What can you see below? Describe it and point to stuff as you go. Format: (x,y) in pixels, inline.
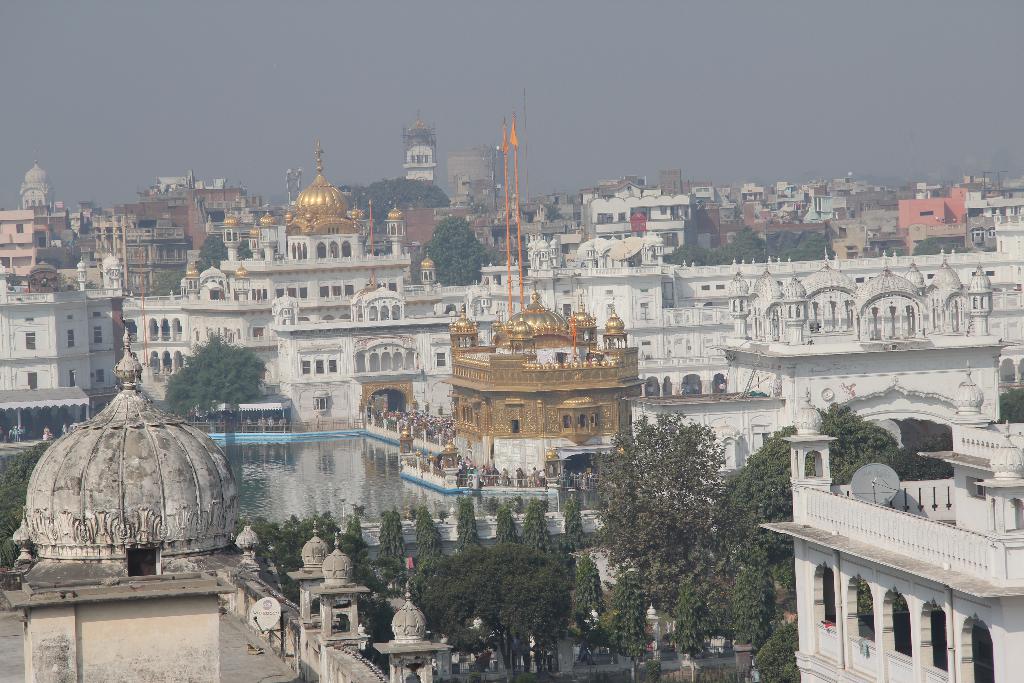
In this image, there are a few buildings (825,468), trees (664,595), poles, people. We can see the ground (571,673). We can see some water (279,466). We can also see some objects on the buildings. We can also see the sky (332,80).
